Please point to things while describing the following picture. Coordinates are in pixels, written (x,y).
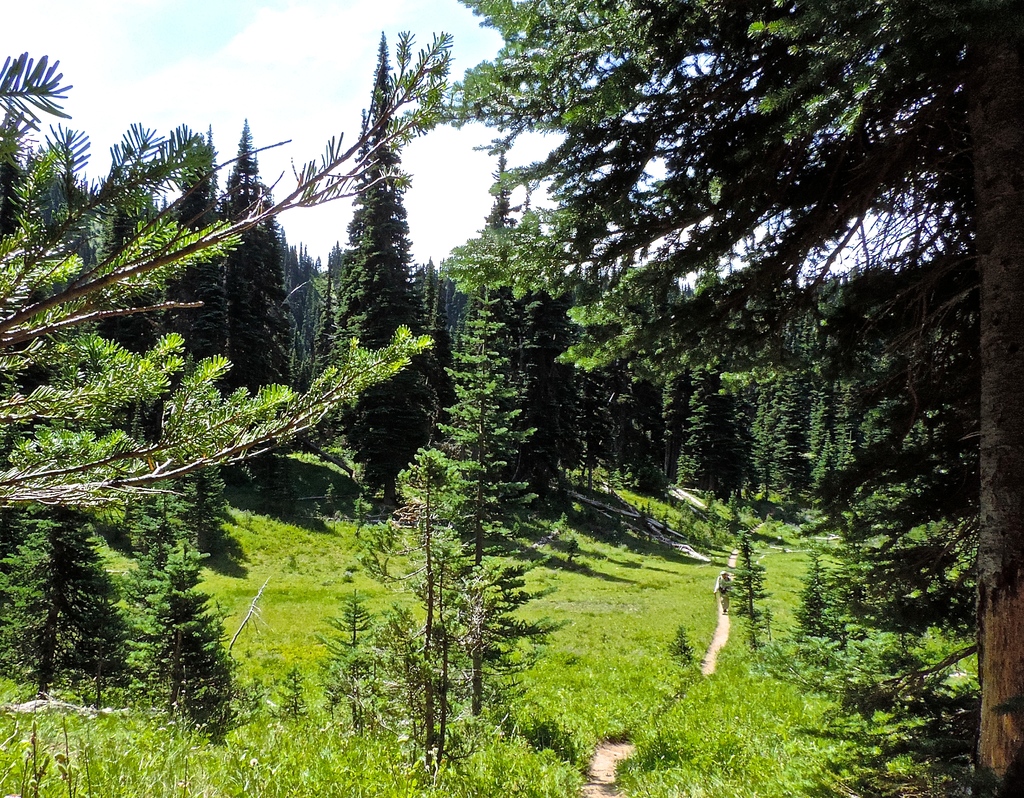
This is an outside view. On the ground (617,712), I can see the grass (597,697). In the background (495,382) there are many trees (744,346). On the right side (721,594) there is a person (719,587) walking. At the top of the image (153,51), I can see the sky (134,68).
